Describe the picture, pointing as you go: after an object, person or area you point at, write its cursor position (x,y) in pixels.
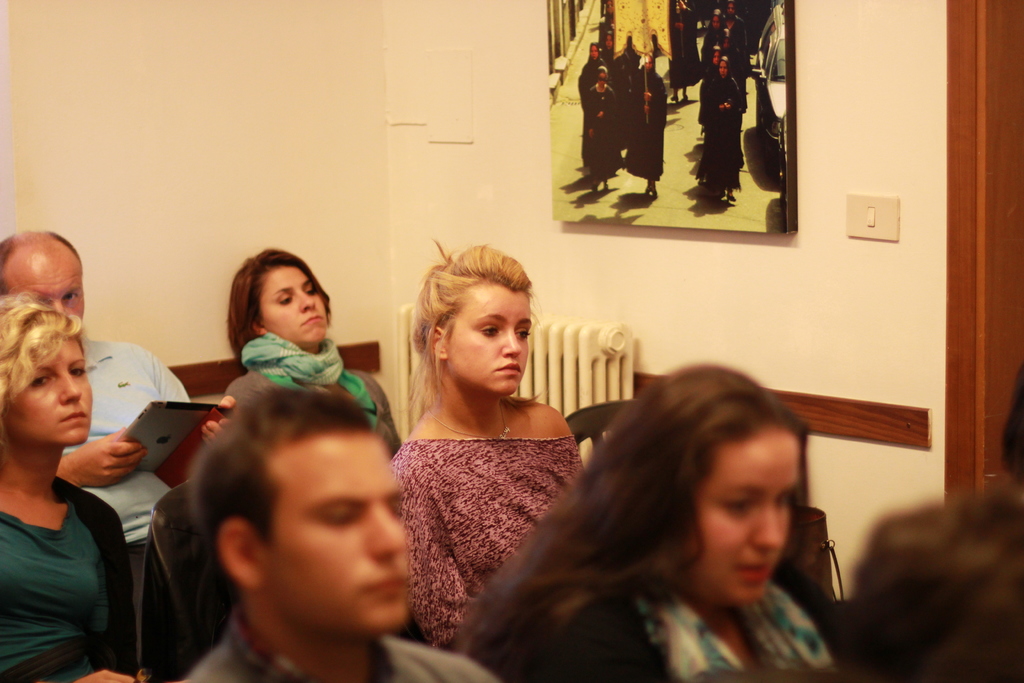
In this image, in the middle (474,414) there is a woman (507,501), she is sitting. At the bottom (601,600) there are people (680,658), they are sitting. On the right (693,658) there is a woman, she is sitting. In the middle (351,391) there is a man (151,374) and a woman (280,391), they are sitting. In the background (683,347) there are chairs (618,417), photo frame (687,126), switch board (857,204) and a wall (299,151).
